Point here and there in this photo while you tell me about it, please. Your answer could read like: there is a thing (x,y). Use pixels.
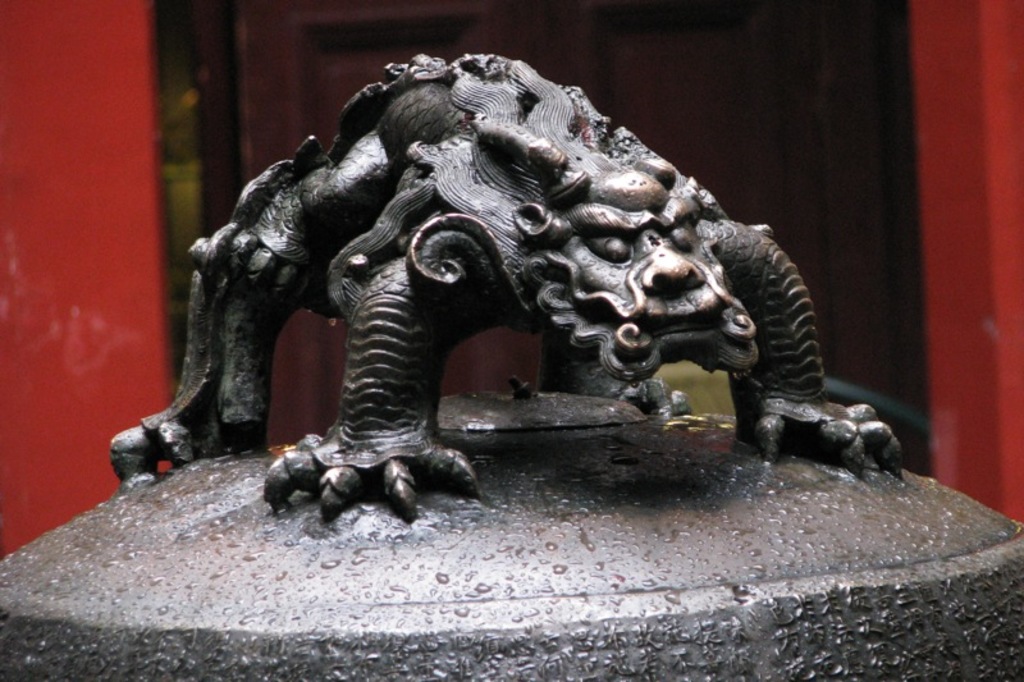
In the center of the picture (530,244) there is an iron sculpture (488,240). In the background (634,8) there is a door (839,59).
